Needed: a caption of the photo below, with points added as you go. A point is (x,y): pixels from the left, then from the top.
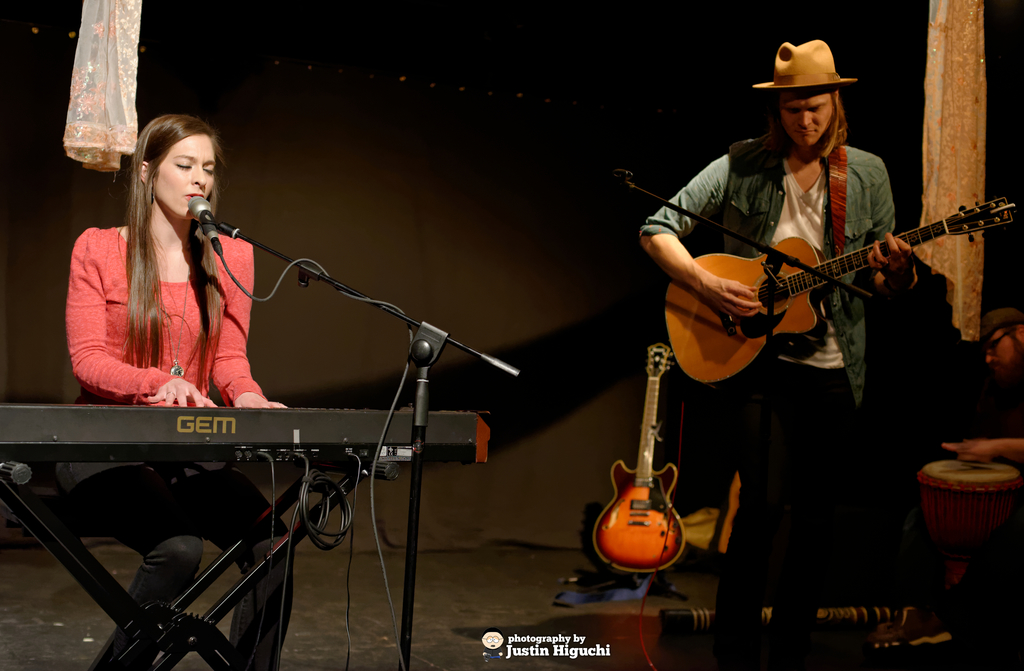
This image is clicked in a concert. Here a girl (118,353) is sitting on the left side (244,518) and she is playing keyboard (309,427) and she is also singing something. She wore orange color top (88,301) and black color bottom (246,602). And there is a mic stand (441,340) in the middle of the image (420,377). On the right side (753,172) a person (733,175) is standing and he is holding a guitar (991,215). he is playing. He wore a hat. On the right side (989,327) corner one person (1023,516) is sitting and he is playing drums (971,524). On the top left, right corner (971,267) there is a curtain (975,285). And in the middle of the image (659,355) there is guitar (639,565) placed on the floor (423,574).
